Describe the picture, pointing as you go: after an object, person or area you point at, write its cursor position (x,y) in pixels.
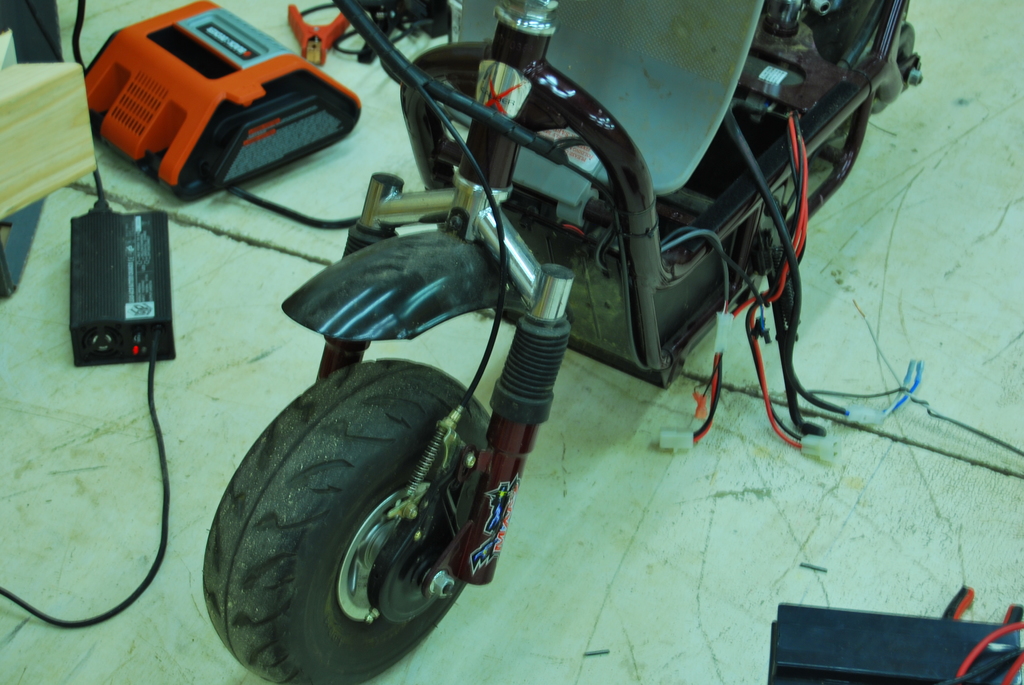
This image consists of a vehicle (520,282). In the front (343,549), we can see a wheel (346,539). In the middle (607,236), there are wires (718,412). At the bottom (758,555), there is a floor (702,570). On the left (151,111), we can see some machines (263,96).
